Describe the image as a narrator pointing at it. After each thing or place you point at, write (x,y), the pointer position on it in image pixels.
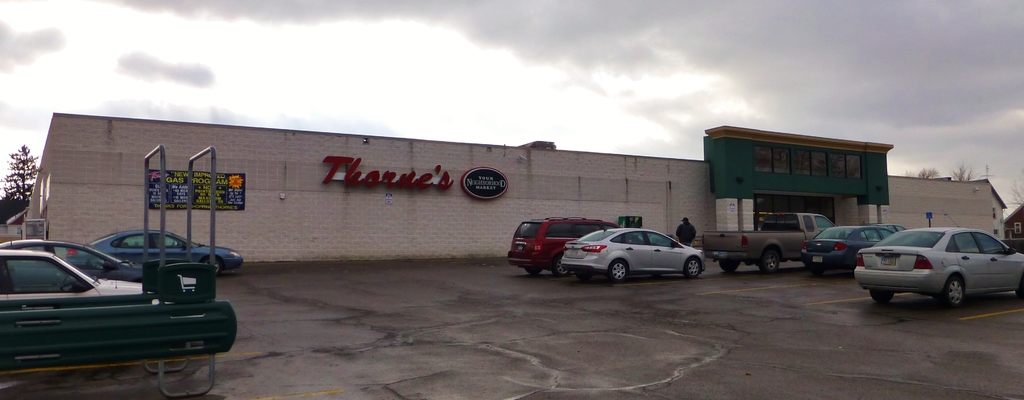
In the background (393,46) we can see the sky (560,72) and it seems like a cloudy day. In this picture we can see the wall (554,191) and boards (218,191) on the wall (304,191). We can see the vehicles (986,234) on the road (897,298). On the right side of the picture (976,230) we can see the vehicles (1018,256). On the left of the picture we can see the vehicles (62,252) and it seems like a cart (187,314).
